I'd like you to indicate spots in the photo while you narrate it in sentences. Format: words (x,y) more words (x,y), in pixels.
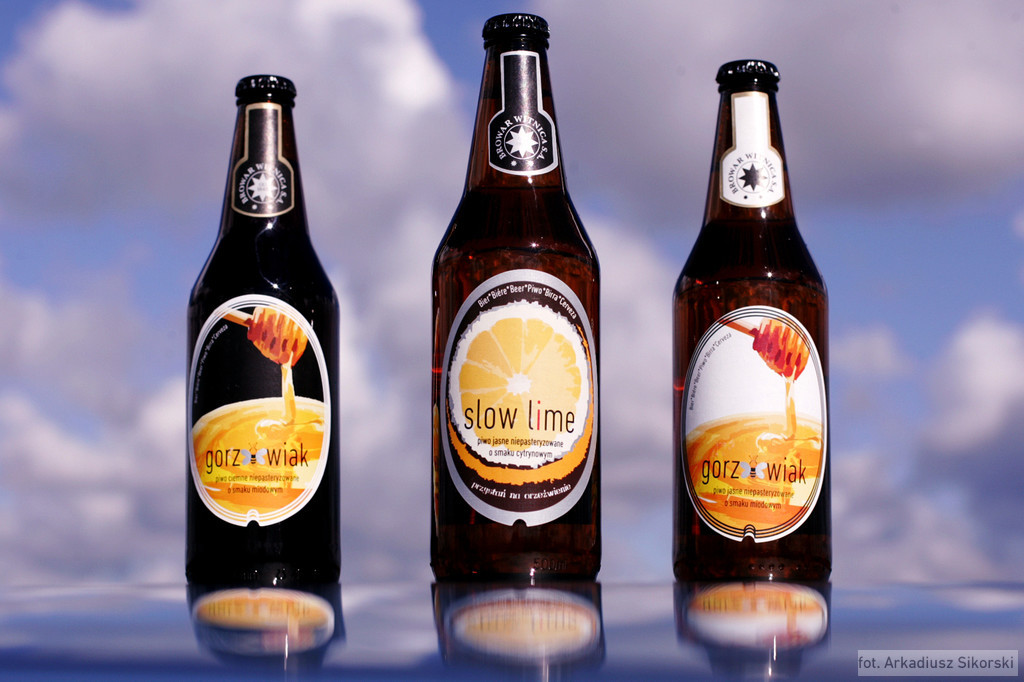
In this image I can see three bottles (471,294) and back it is blurry.
